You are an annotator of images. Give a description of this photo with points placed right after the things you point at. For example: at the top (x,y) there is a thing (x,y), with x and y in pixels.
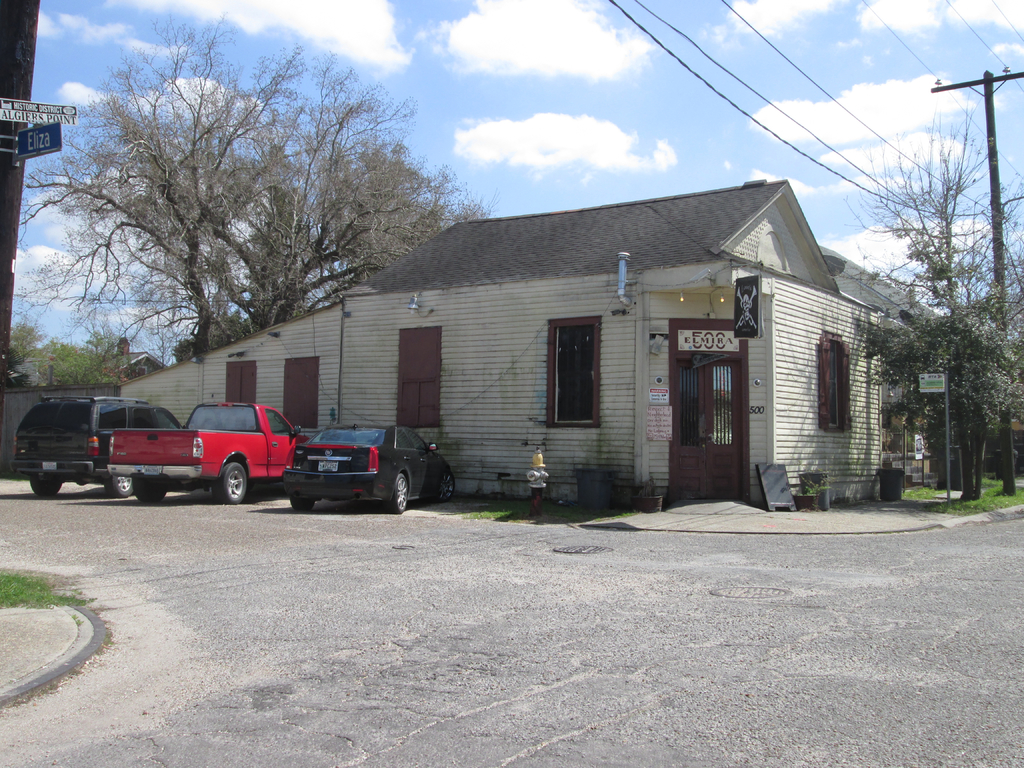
We can see boards (31,117) on poles (19,57) and we can see vehicles (385,441) parking on the road (241,535). We can see pole (983,80) with wires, grass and house (800,451). Background (58,346) we can see trees (972,318) and sky (883,265) is cloudy.
